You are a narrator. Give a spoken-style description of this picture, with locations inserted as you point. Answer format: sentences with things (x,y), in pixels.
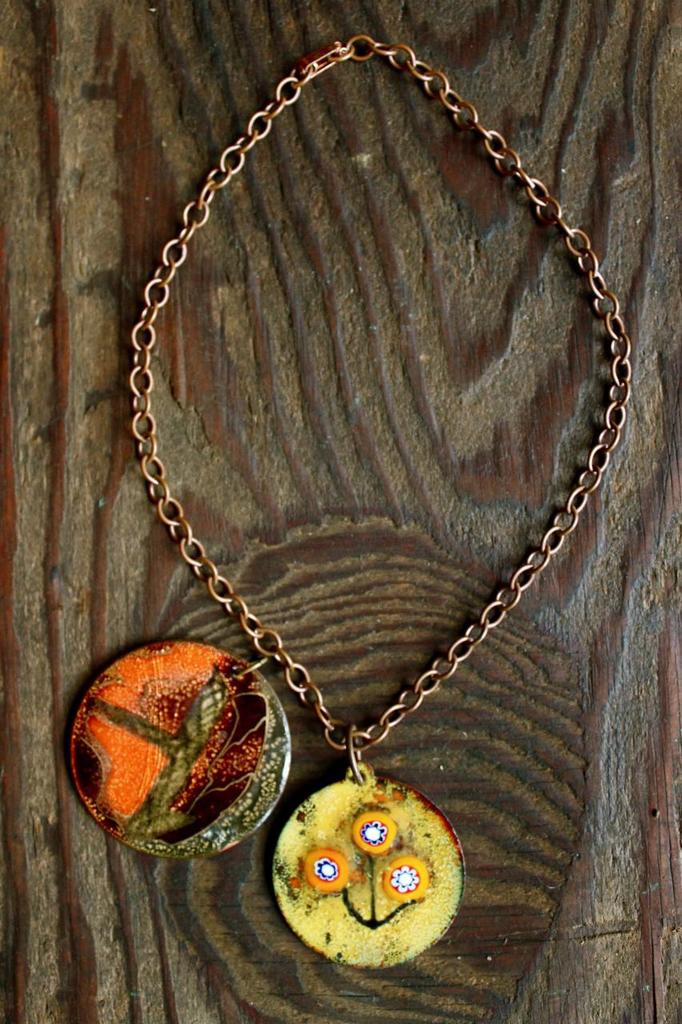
In the foreground of this image (187,729), to a chain (163,475), there are two lockets (239,766) which is placed on a wooden surface (598,756).
